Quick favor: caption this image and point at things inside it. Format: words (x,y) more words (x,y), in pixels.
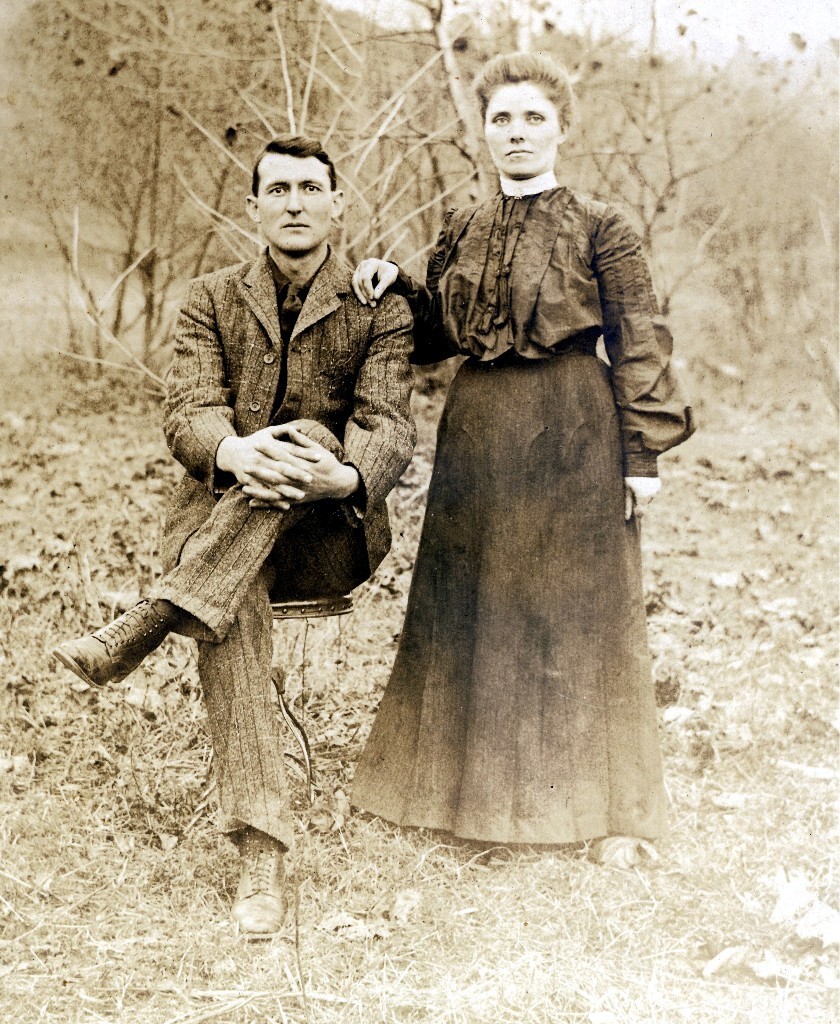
In this image in the front (442,456) there are persons (455,437) standing and sitting and on the ground (752,662) there is dry grass (770,642). In the background (393,111) there are dry trees (338,87).
